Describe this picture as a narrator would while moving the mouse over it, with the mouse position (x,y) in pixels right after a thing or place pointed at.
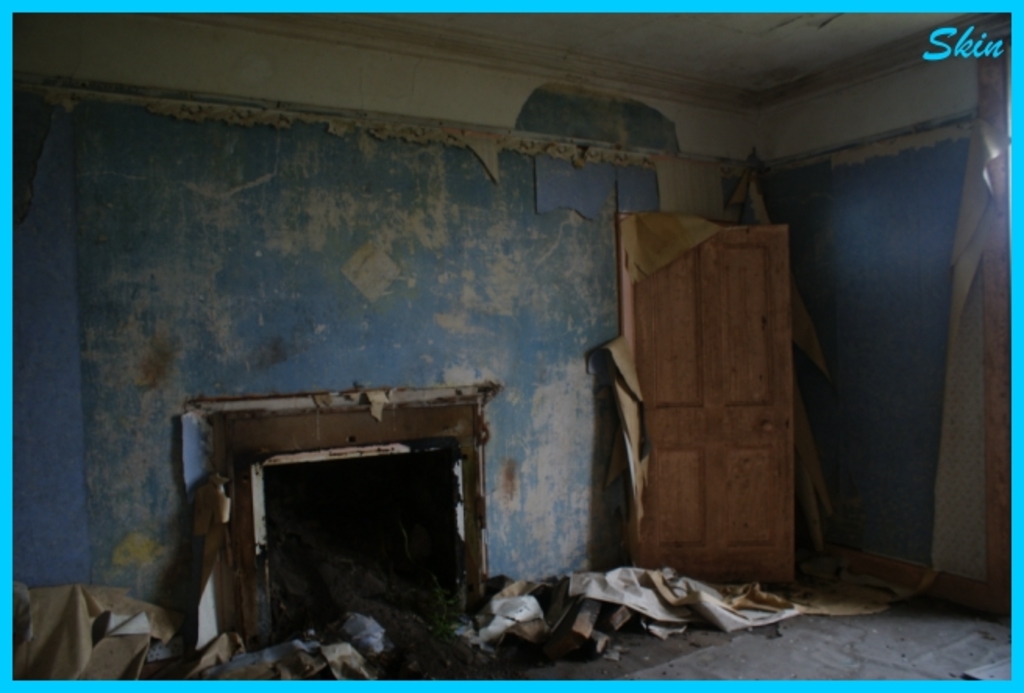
In this picture we can see a door (650,500), some objects (83,643) on the floor (690,652) and in the background (480,382) we can see the walls (566,171), ceiling (708,51).
